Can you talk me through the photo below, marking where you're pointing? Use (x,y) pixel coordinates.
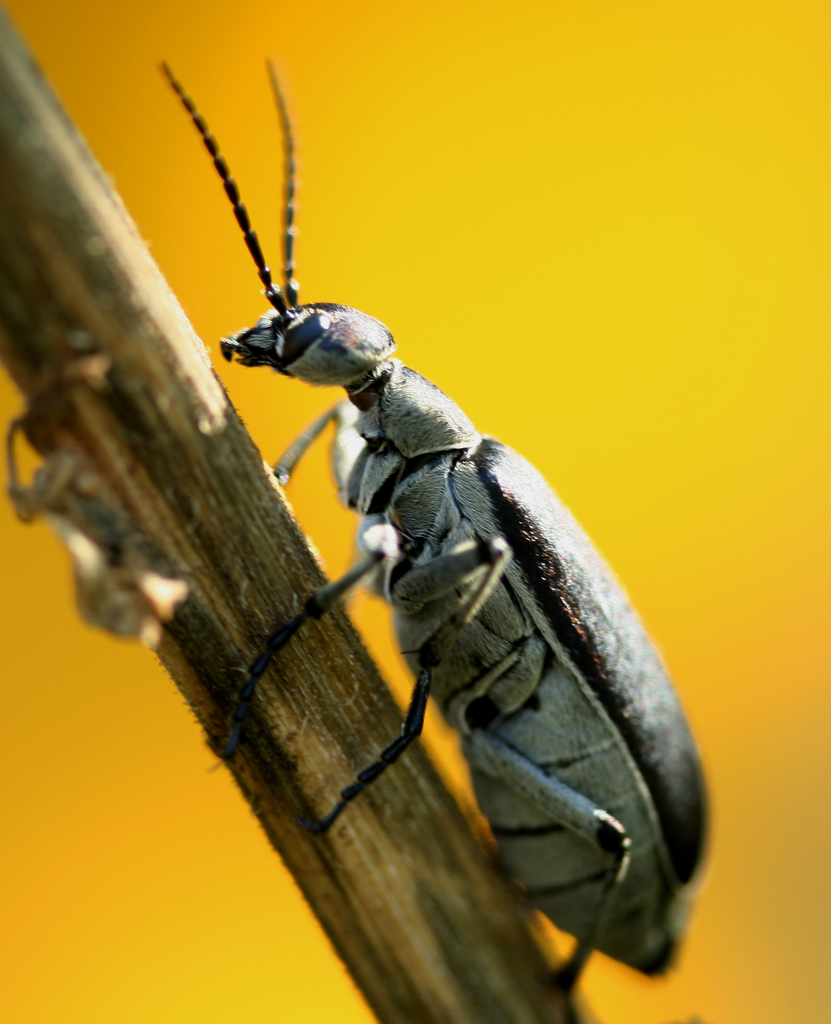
In this picture in the front (473,611) there is an insect (437,514) on the object (300,676) which is brown in colour.
